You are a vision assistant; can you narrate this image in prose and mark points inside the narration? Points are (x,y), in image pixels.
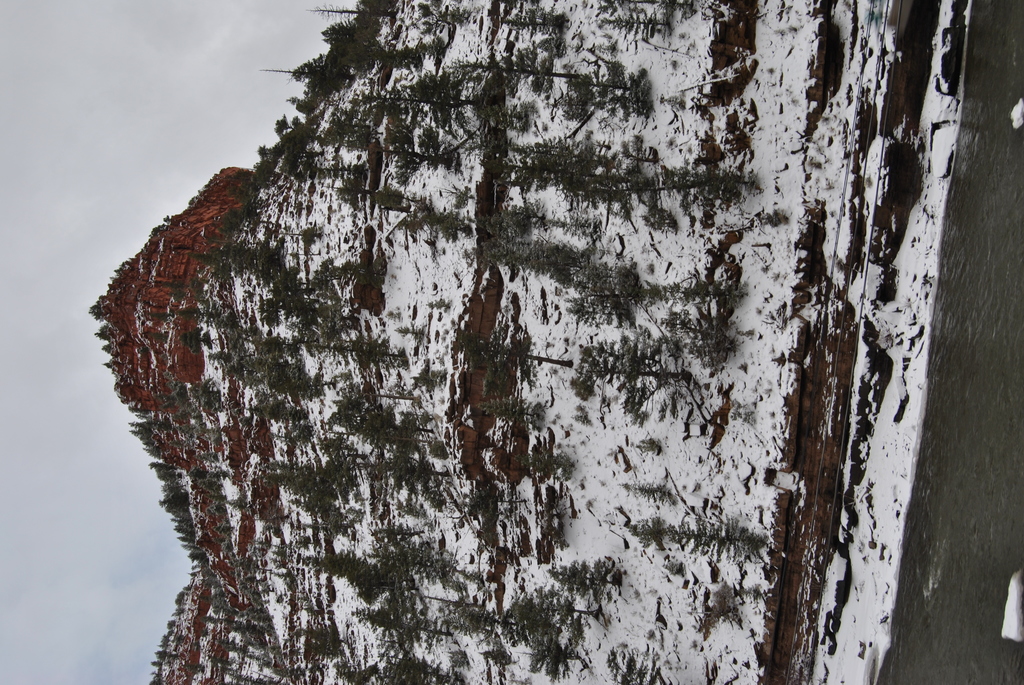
In this picture we can see water (923,439), snow (874,426), trees (567,363) and mountain (179,388). In the background of the image (178,134) we can see the sky (213,78).
